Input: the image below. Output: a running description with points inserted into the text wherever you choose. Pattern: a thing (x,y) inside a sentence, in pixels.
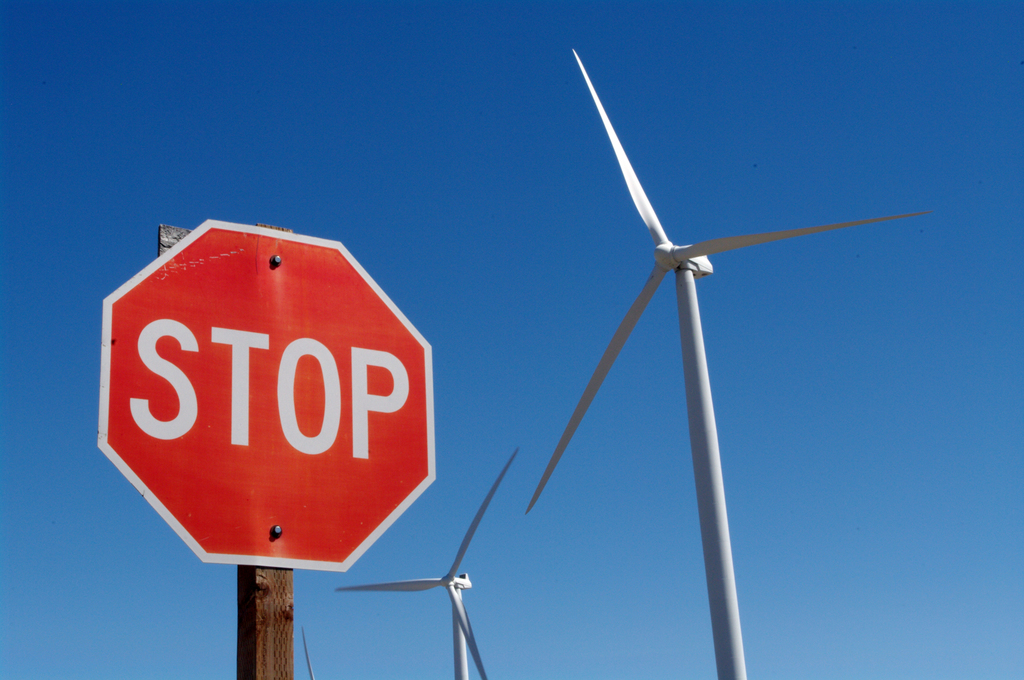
In this image we can see a signboard (316,353) with some text (333,440) placed on pole (269,597). In the background (497,532), we can see the turbines (452,598) and the sky (473,234).
